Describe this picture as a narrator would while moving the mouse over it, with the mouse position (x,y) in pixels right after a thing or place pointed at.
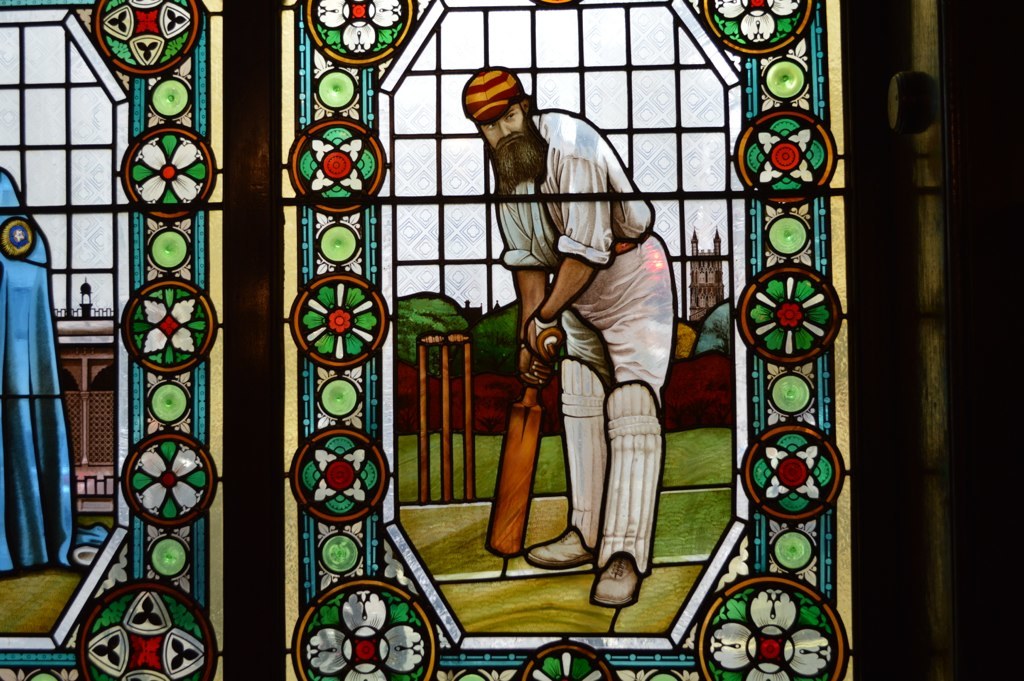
In the picture I can see a person (587,284) wearing white dress (605,273) is standing and holding a bat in his hand (539,365) and there are some other objects (482,312) in the background (492,282) is on the glass (549,256) and there is another glass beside it in the left corner (139,227).
